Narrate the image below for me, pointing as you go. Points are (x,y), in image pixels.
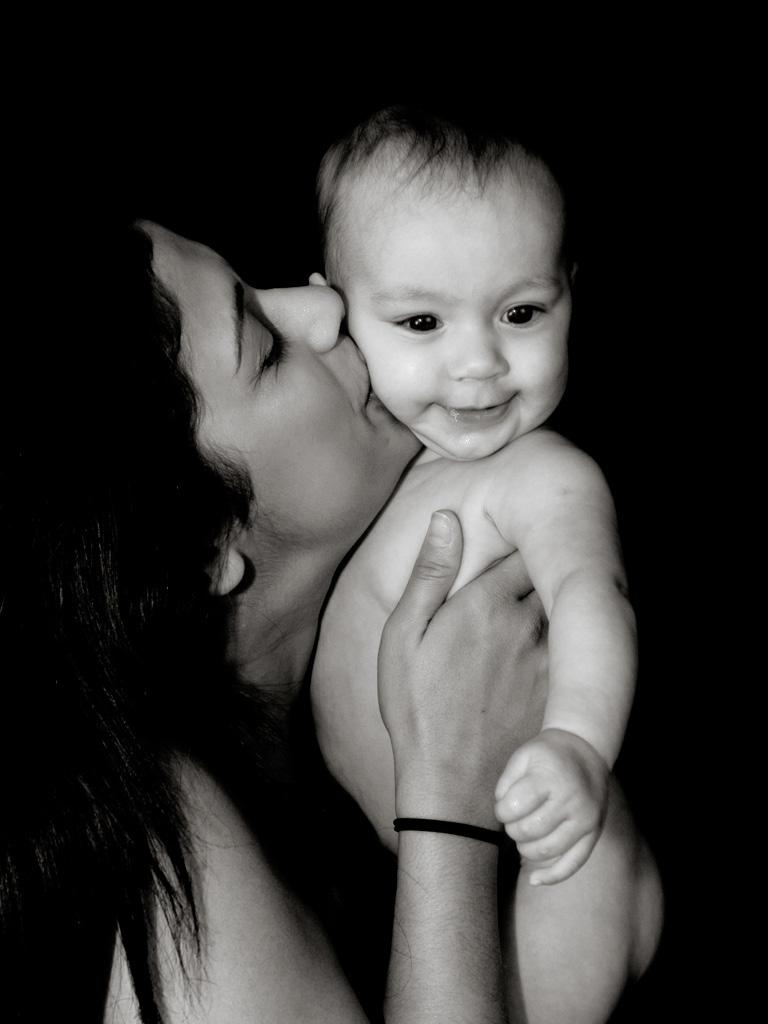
This is a black and white image. In this image we can see a woman (407,796) holding and kissing the baby (456,586).
